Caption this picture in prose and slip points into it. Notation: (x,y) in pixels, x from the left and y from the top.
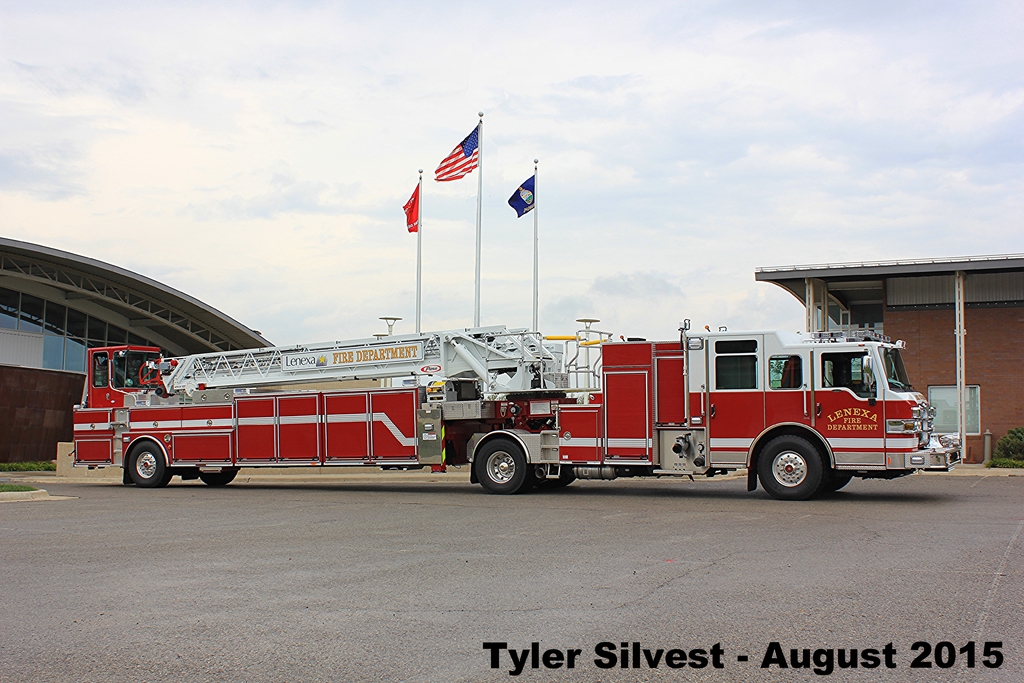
In the image there is a vehicle (501,416) and there are three flags (524,209) flying in the sky (455,216), on the right side (907,335) there is a compartment (950,299) and on the left side (46,328) there is an architecture (61,322) in the background (89,301), there is some text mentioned on the right side (989,642) bottom of the image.
